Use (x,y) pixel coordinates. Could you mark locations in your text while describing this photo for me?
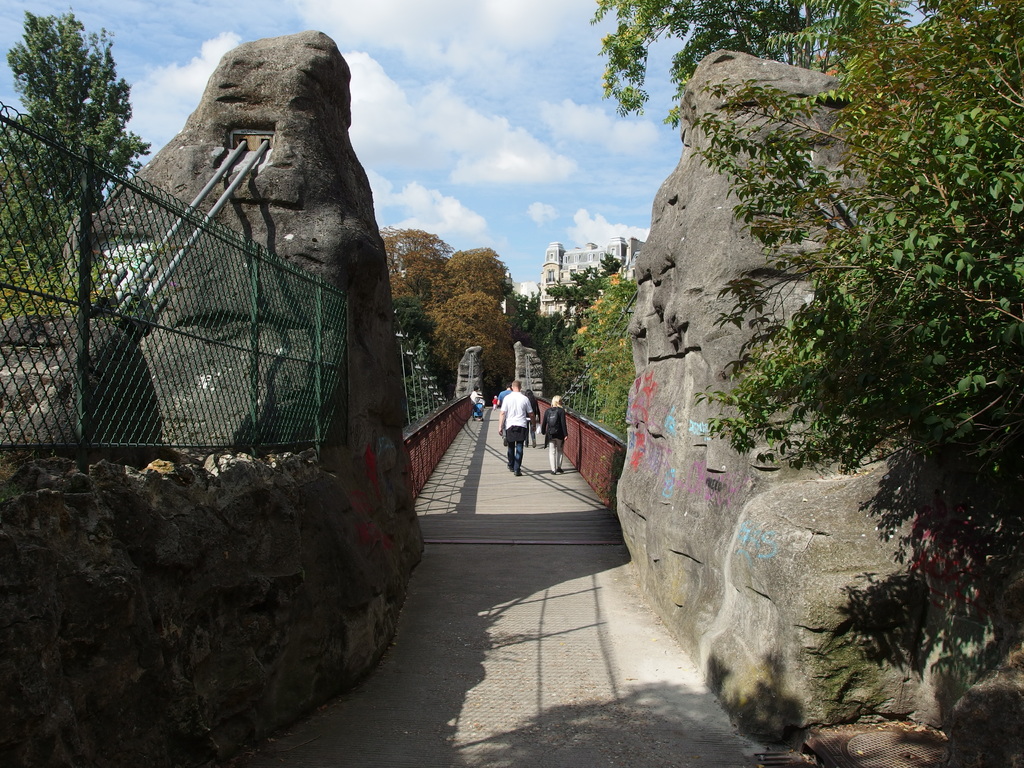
In this picture we can see welded wire mesh (340,390), rocks (976,590), trees (829,332), poles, buildings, and people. In the background (495,141) there is sky (548,116) with clouds (548,116).
